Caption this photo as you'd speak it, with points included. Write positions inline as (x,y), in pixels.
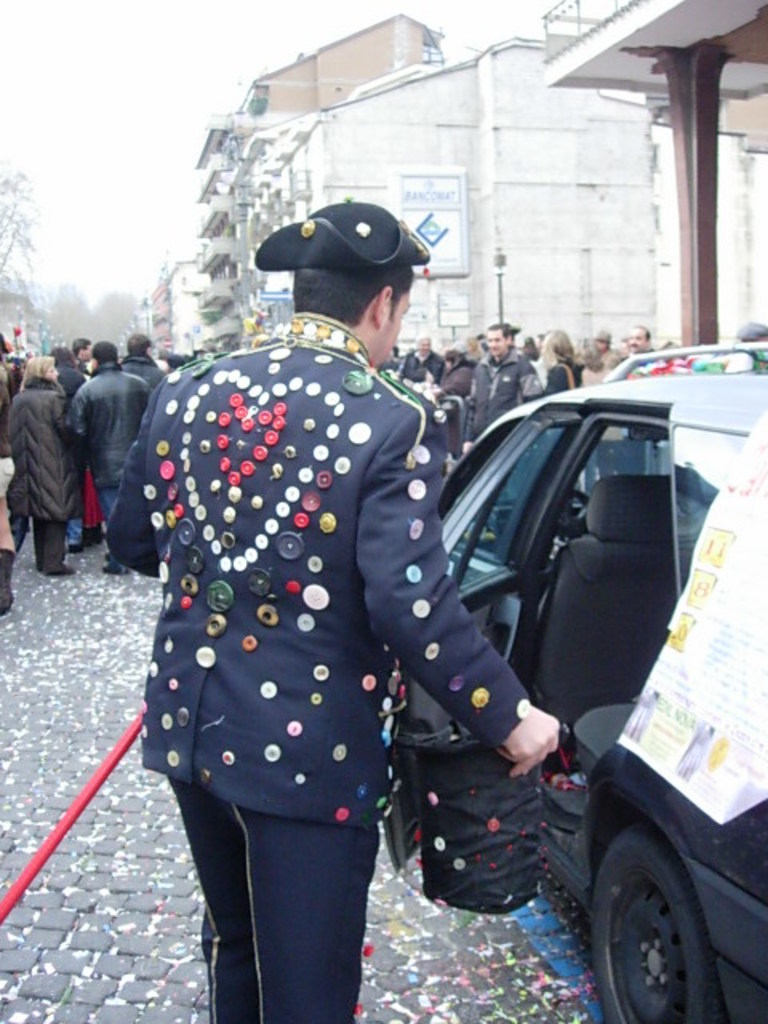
In this image in the foreground (321,611) there is one person (309,635) standing, and is holding some bag (496,767) and on the right side (561,662) there is a vehicle (503,480). And in the background (27,449) there are a group of people (17,496), houses (350,47), trees (120,295), and at the bottom (132,963) there is road (501,968). And at the top (156,105) there is sky (144,148).
